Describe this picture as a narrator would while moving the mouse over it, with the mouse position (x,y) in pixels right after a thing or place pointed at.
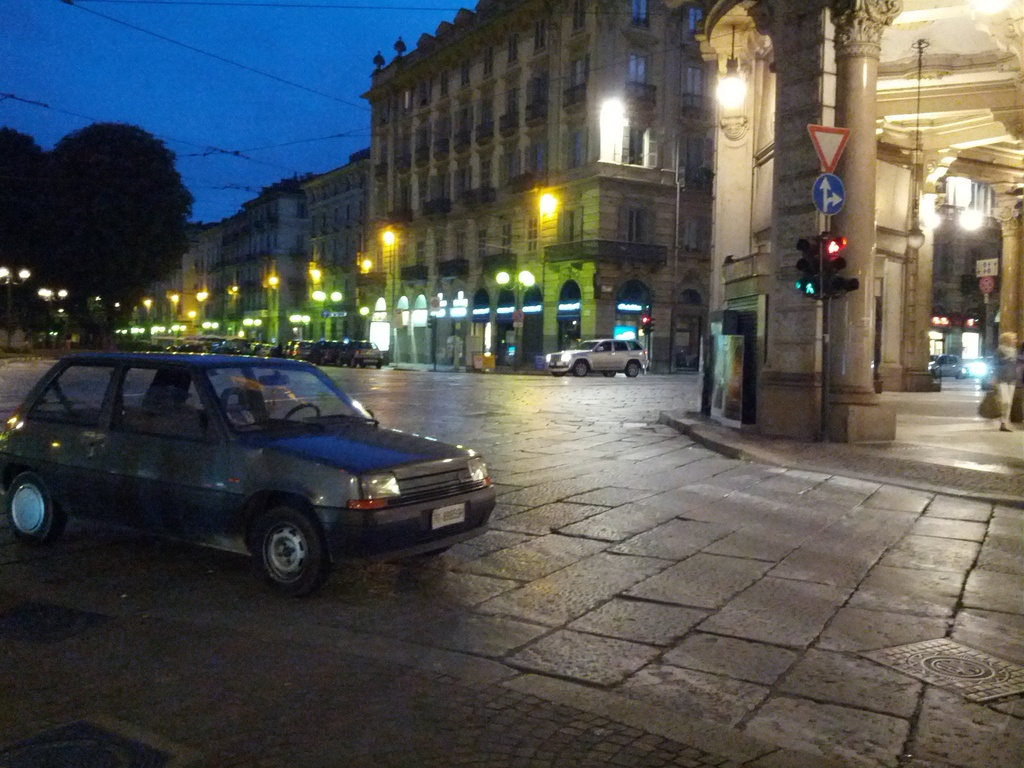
In the foreground of this image (212,497), there is a car (193,516) on a pavement (244,606). On the right (818,130), we can see few persons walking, sign board (831,129), pillar (860,292), lights (736,78) to the ceiling (986,28) and the wall (879,260) of a building like structure (870,275). In the background (565,241), there are buildings (370,184), light poles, trees (144,285), vehicles (376,353), cables (215,149) and the sky (262,37).
